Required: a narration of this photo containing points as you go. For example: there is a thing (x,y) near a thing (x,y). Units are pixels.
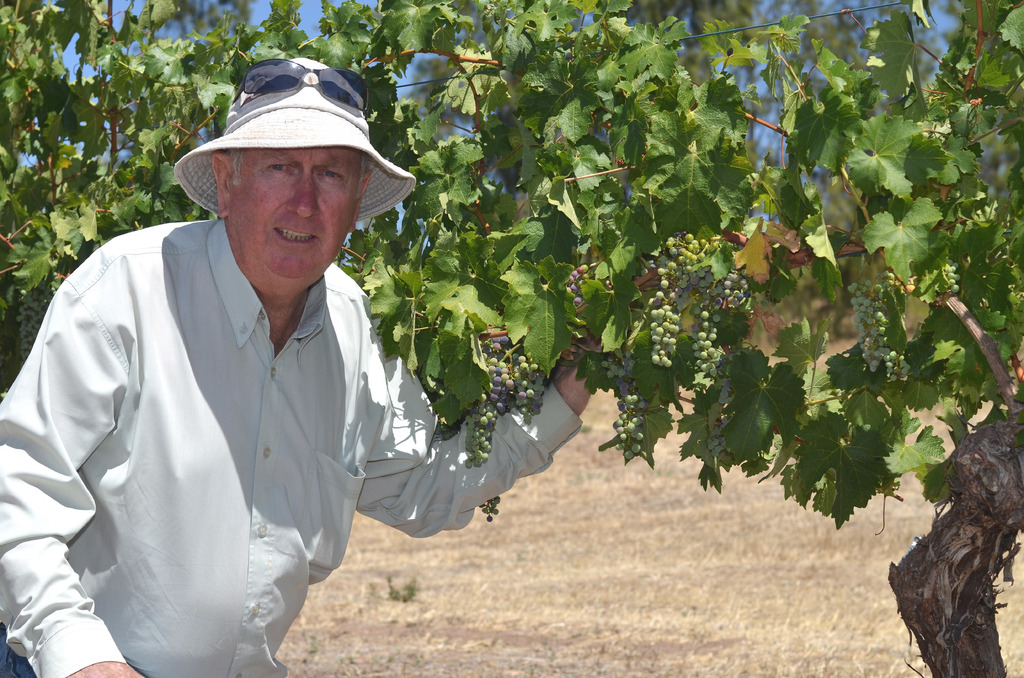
In this image I can see a man (138,396) and I can see he is wearing shirt (157,338) and a white colour hat (299,140). I can also see shades (268,89) over here and in the background (615,77) I can see number of green colour leaves (511,260). I can also see fruits (718,308) over here.
